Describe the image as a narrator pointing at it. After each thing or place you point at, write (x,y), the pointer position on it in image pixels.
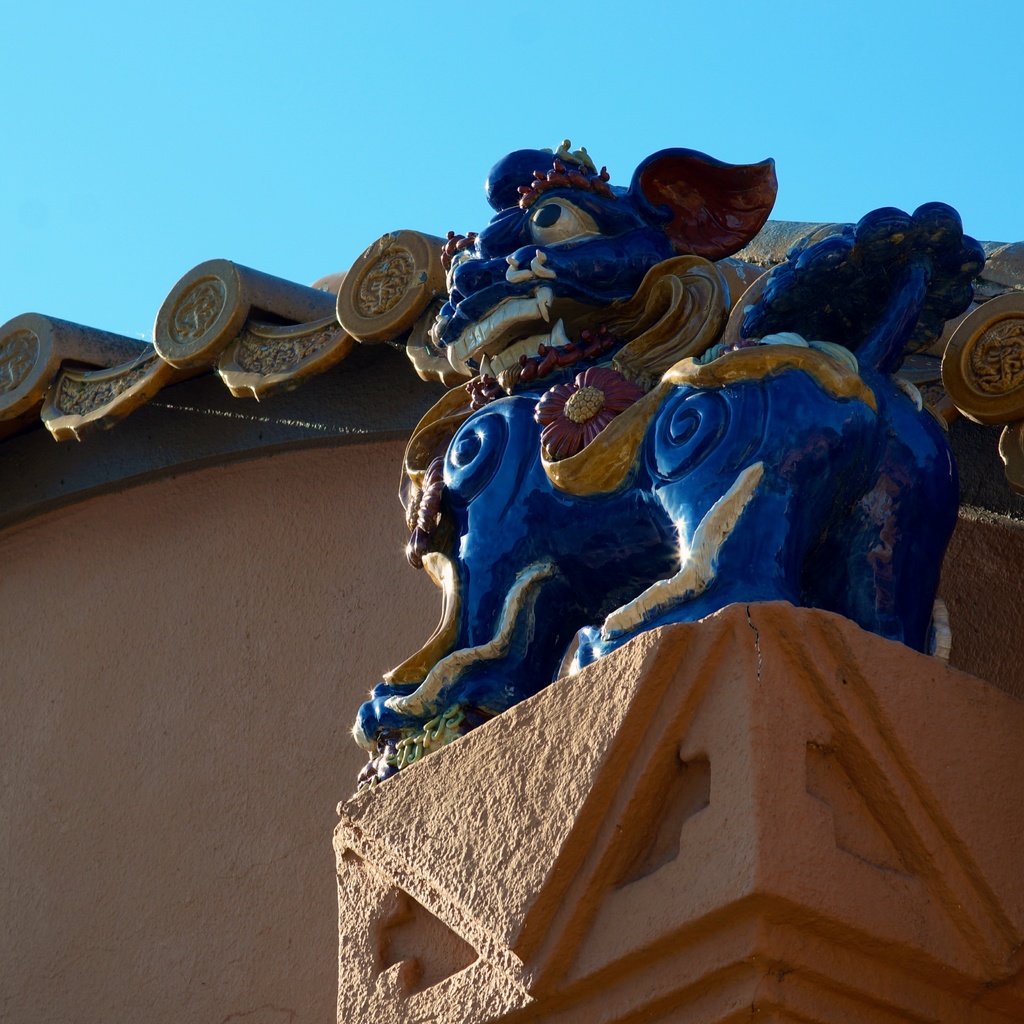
In this image we can see a statue (657,276) on a pillar (628,762). We can also see a wall (302,539) and the sky (367,150).
